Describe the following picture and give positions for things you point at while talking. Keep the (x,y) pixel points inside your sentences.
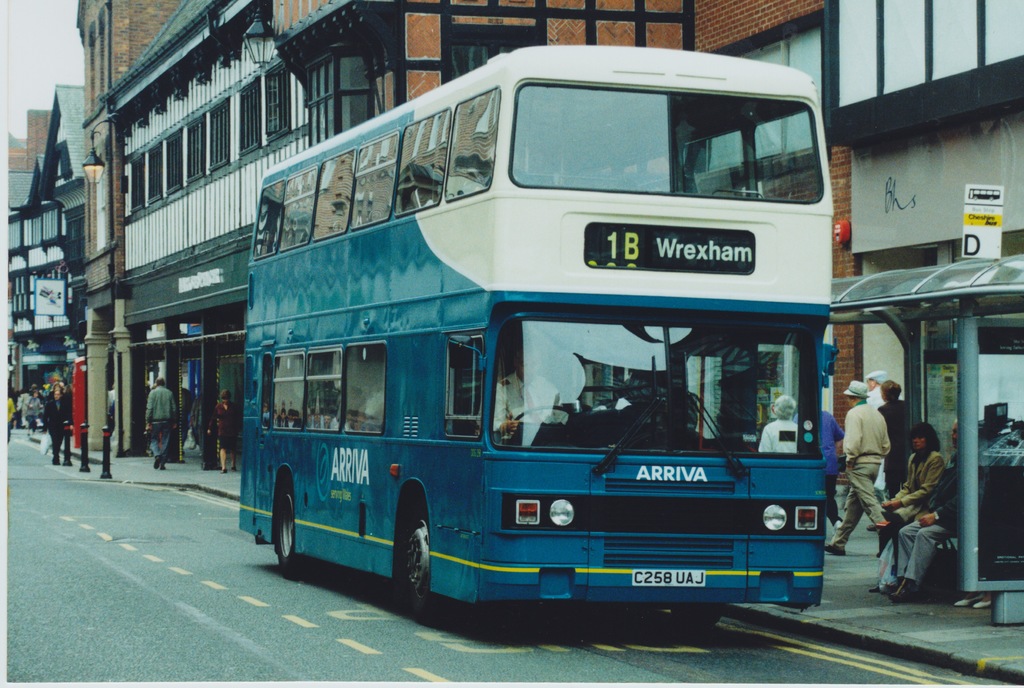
In this image we can see the buildings (430,22), two lights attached to the building (131,165), one board (56,287) attached to the building (191,317), one red object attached to the wall (1009,209), some objects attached to the building (874,240), some objects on the ground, some objects (1006,497) in the bus stop (964,412), one bus stop (964,432), one poster (946,421) with text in the building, one board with text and images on the top of the bus stop roof (1005,276). There is one bus (249,394) on the road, some text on the bus (534,508), one man (520,420) driving a bus (529,434), some people (222,433) are walking, some people (158,416) are holding objects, two persons (940,503) sitting in the bus stop (991,276), some people (225,393) are standing and at the top (46,37) there is the sky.
